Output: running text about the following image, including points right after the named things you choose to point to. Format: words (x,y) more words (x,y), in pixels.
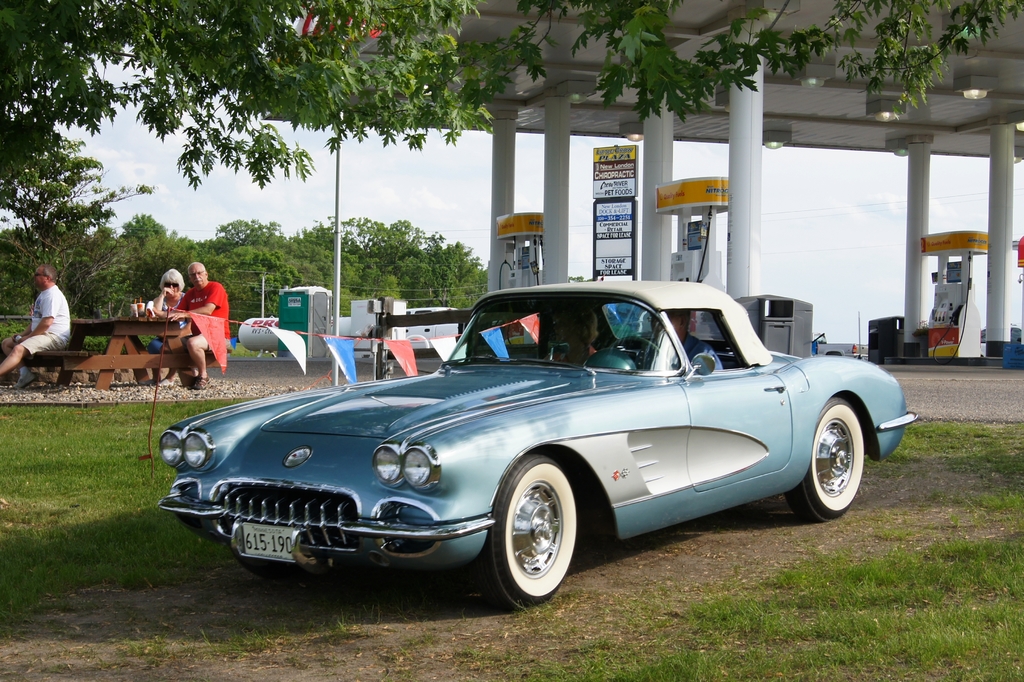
In the middle of the picture (545,396), we see a blue color car (564,413). Beside that, there are flags (213,334) in white, red and blue color. Beside that, there are three people (61,324) sitting on the bench (118,359). Behind them, we see a petrol pump (721,199) and pillars (740,215). We even see a board (617,212) with some text (621,166) written on it. There are trees (312,232) in the background (410,268). At the bottom of the picture (797,607), we see grass (876,622).
